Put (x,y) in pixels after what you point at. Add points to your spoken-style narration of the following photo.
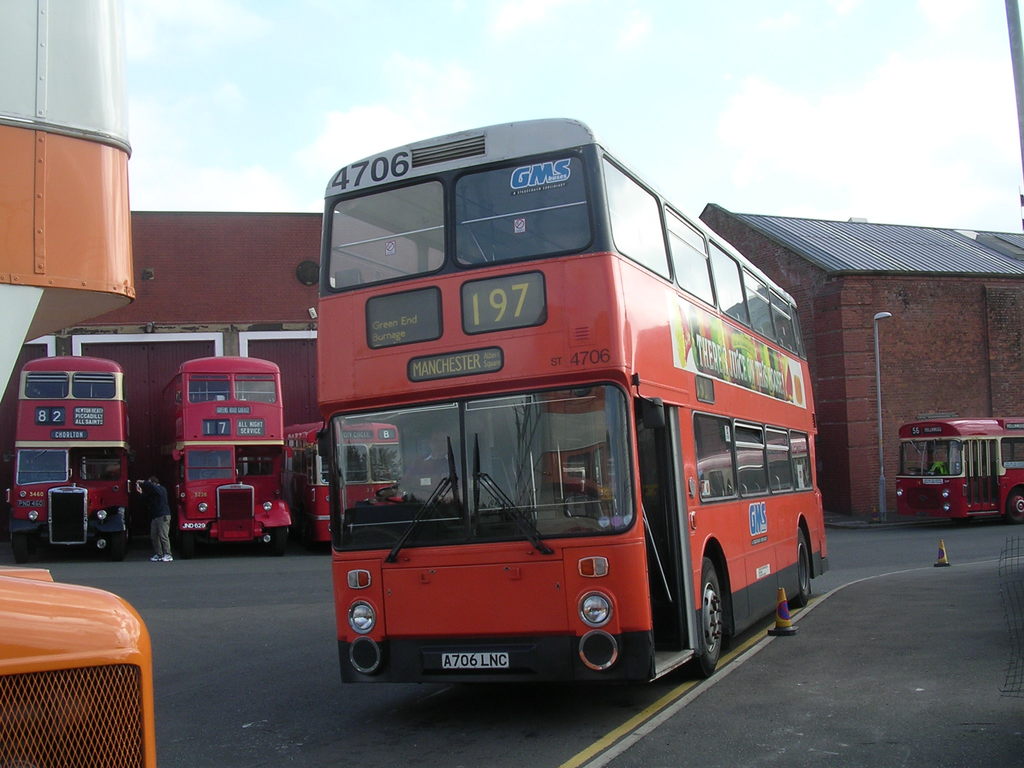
In this image there is a bus (582,491) in middle of this image (528,395) which is in red color and there is a building (808,278) at right side of this image (920,342) and there is one another building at left side of this image (231,322). there are three more buses (195,473) at left side of this image (217,481) and there is one bus (956,504) at right side of this image (956,504). There is a current pole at right side of this image (879,511). there is an object (0,597) at bottom left corner of this image (134,657).
